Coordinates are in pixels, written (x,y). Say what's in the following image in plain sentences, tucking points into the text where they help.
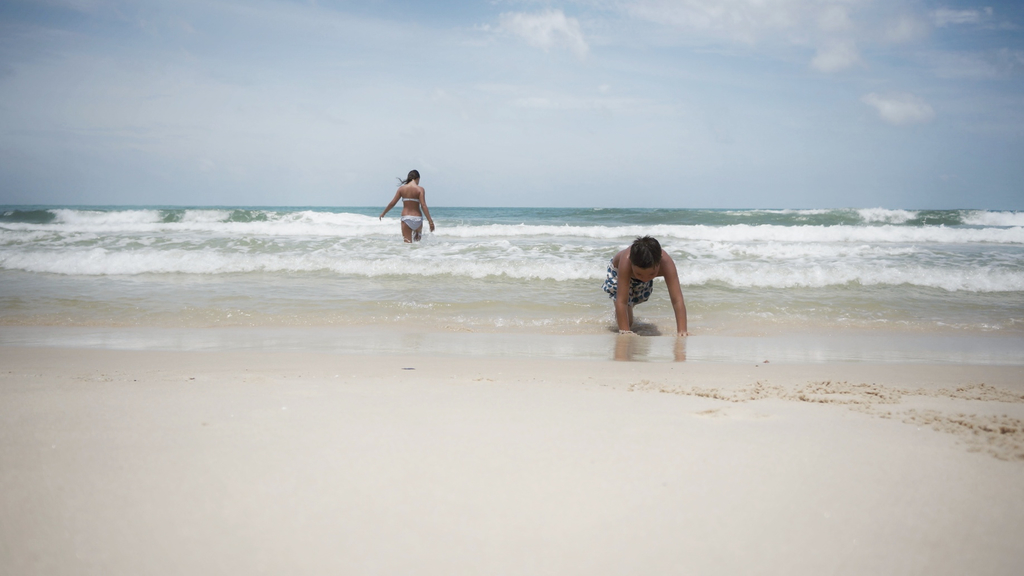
In this picture we can see a woman (412,193) in water (421,237), sand (890,406) and a child (639,253) and in the background (150,78) we can see the sky (494,41) with clouds (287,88).
